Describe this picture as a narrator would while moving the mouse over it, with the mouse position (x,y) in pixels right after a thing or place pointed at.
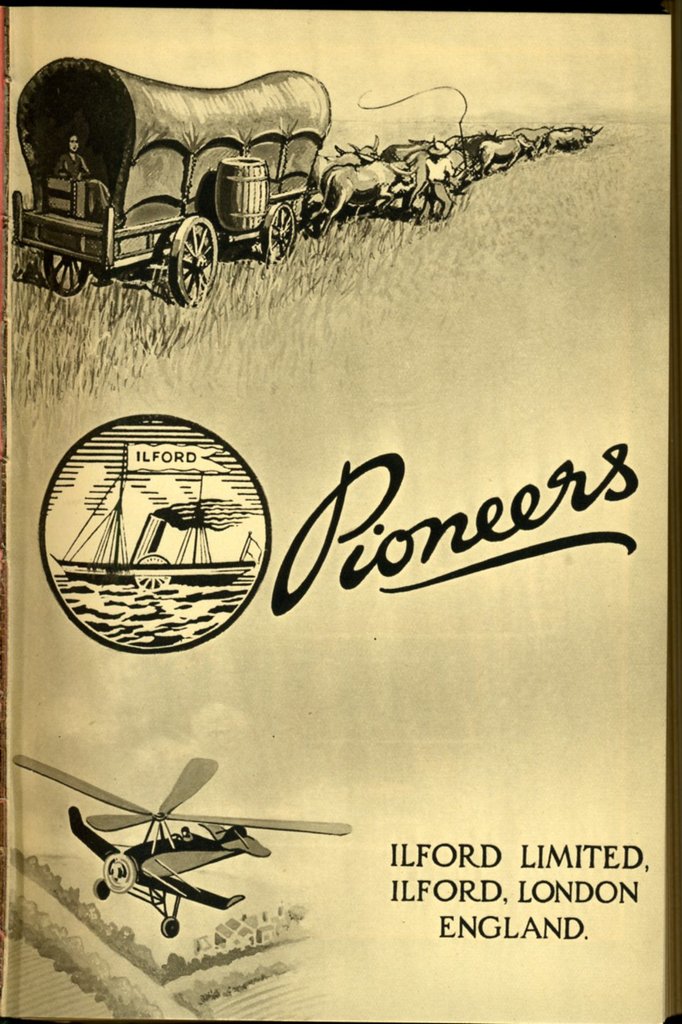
In this image, there is a picture (68,1018), on that picture (211,694) at the middle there is PIONEER is written, at the bottom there is ILFORD LIMITED written, at the top (285,249) there is a four wheel cart (201,150) and there are some animal (416,191) on the picture (503,172).
